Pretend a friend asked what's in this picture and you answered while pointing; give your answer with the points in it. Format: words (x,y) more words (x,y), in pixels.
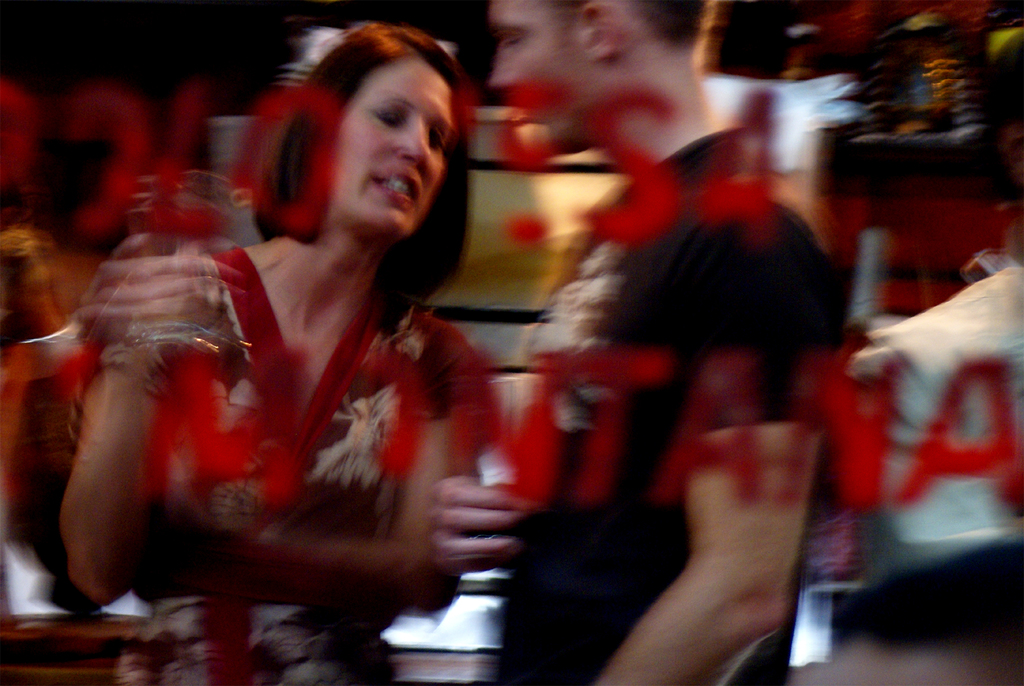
In this image there are some persons (581,412) standing in the middle of this image (537,360) and there are some objects (871,129) kept in the background (715,81).
